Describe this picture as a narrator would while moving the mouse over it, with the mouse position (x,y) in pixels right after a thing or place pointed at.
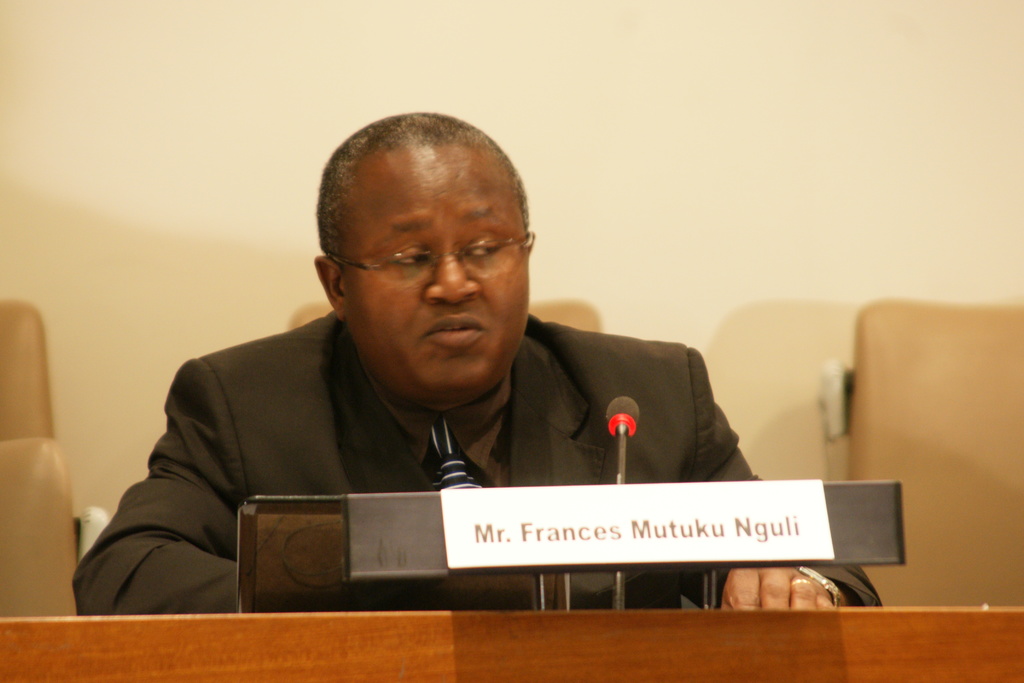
In this image we can see a man (527,400) is sitting. He is wearing a coat (402,450). At the bottom of the image (619,677), we can see a table (924,630), name plate (596,531) and a mic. It seems like a laptop (309,557) is present in front of the man (190,574). In the background (13,405), we can see the chairs (932,381) and the wall (197,180).
